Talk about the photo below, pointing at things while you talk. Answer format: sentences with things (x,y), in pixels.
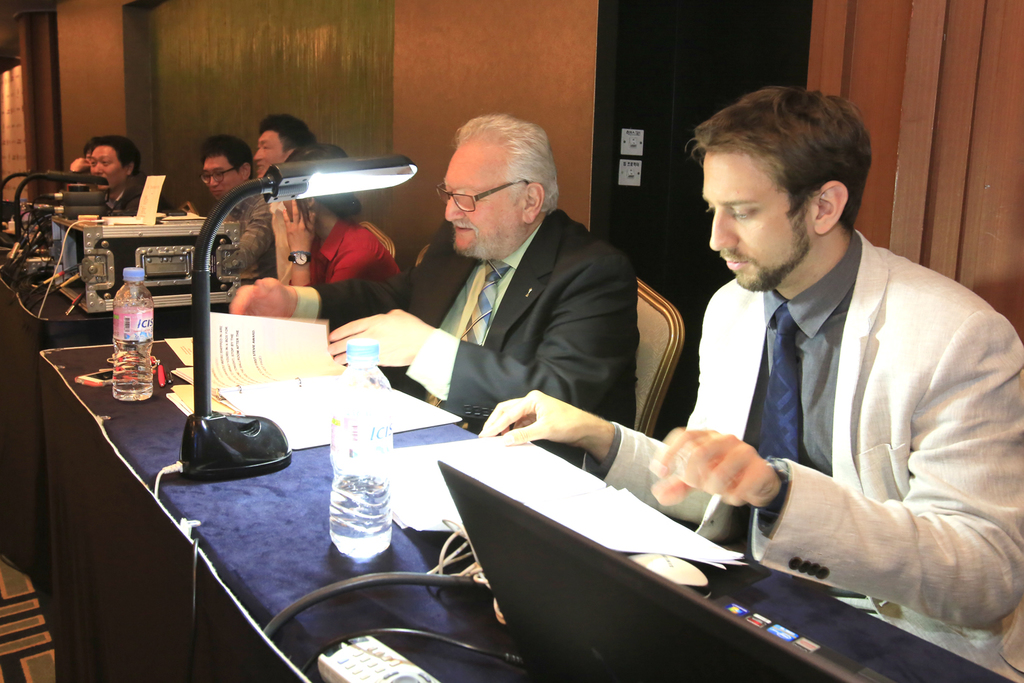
In this image we can see some people (509,394) sitting on chairs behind the table (250,539) containing laptop (588,586), papers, containers (115,286), bottles (343,506), lights (233,450) and some devices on it. In the background (564,21), we can see switch boards (641,136) on the wall (531,75).
